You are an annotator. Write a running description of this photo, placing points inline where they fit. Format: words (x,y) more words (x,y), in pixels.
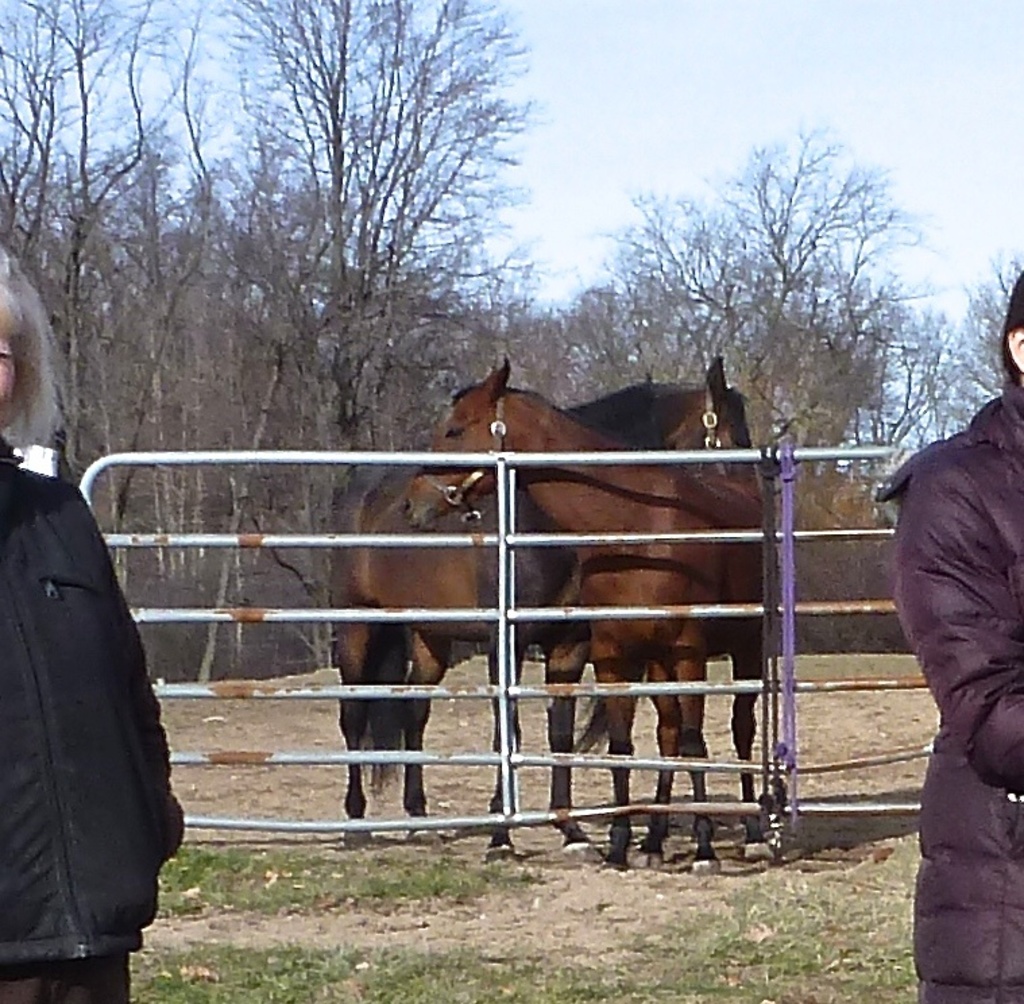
In this image I can see two persons (1014,552) are standing in the front (59,505) and I can see both of them are wearing jackets (967,612). In the background (762,686) I can see two brown colour horses (343,499), iron poles (322,458), number of trees (134,479) and the sky (786,7). I can also see a purple color thing (789,547) on the right side (789,487).
